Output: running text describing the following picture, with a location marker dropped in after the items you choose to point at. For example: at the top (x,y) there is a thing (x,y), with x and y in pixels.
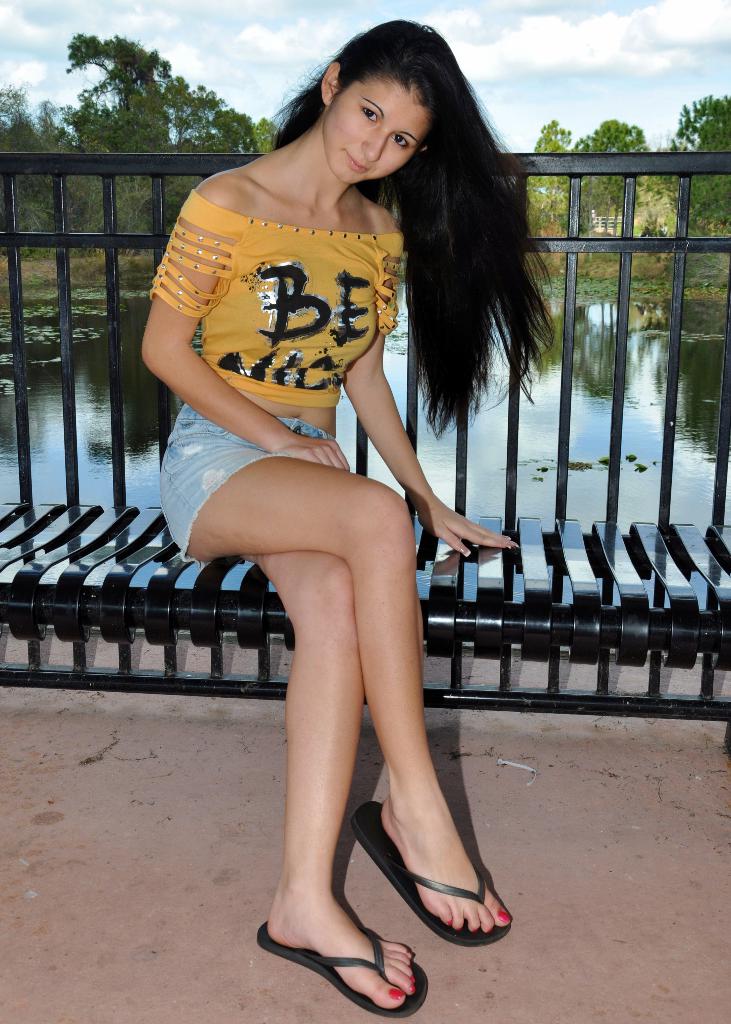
In this picture we can see a woman (208,454) sitting on a bench (240,599) on the ground (230,642) and in the background (473,488) we can see water (479,478), trees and the sky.
